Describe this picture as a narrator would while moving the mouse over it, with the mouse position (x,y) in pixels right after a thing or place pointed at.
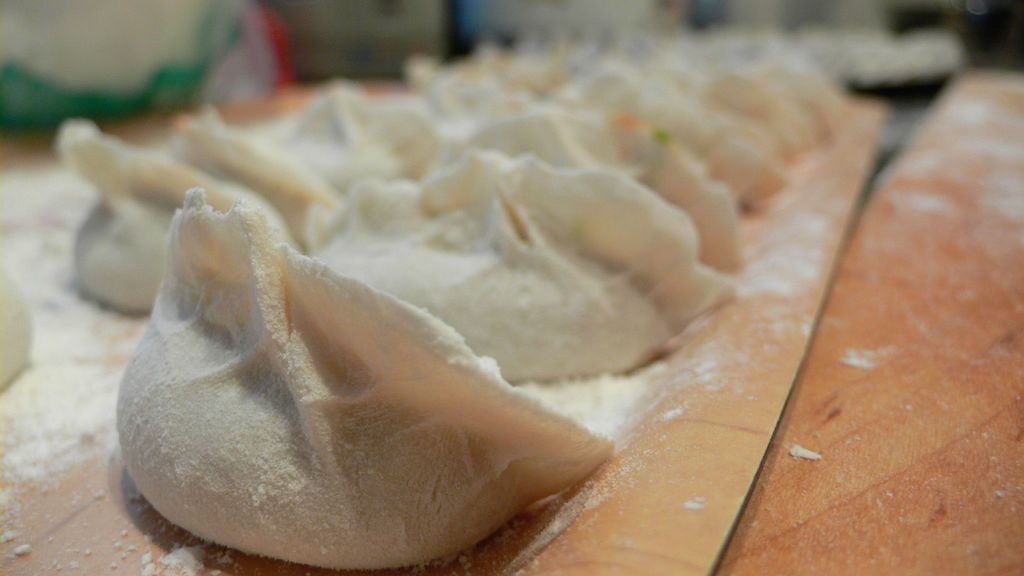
In the image there are raw flour snacks (491,276). These snacks (436,388) are on the brown color surface (749,365).
